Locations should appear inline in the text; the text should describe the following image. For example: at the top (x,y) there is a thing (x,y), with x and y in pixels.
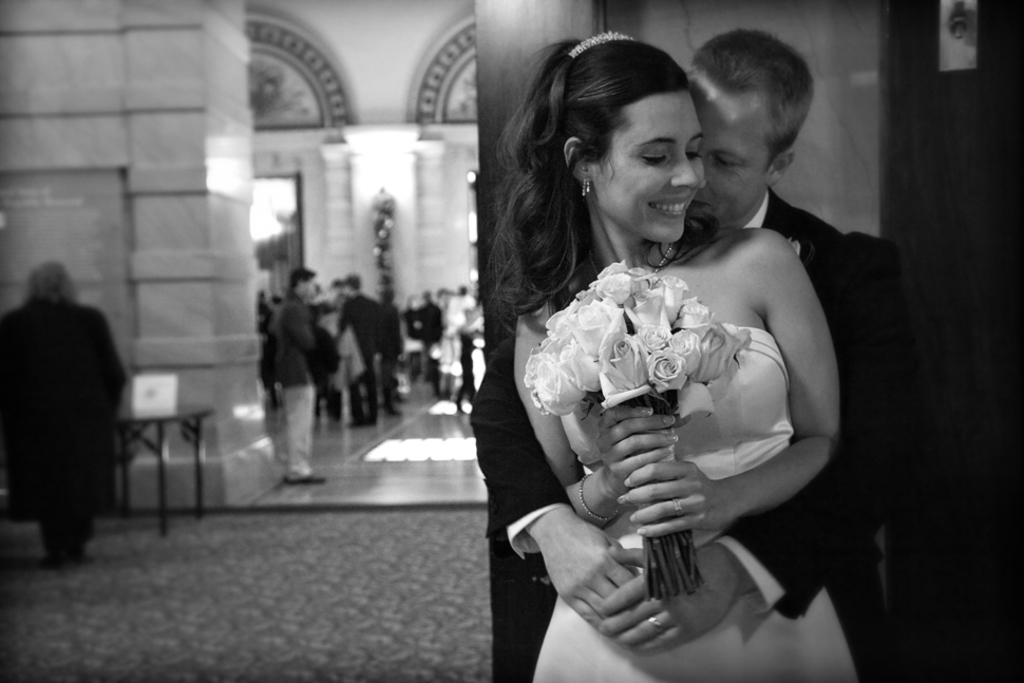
In this image we can see a man (620,605) wearing blazer (882,425) and a woman (530,239) wearing dress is holding flowers (650,460). The background of the image (9,505) is blurred, we can see people (25,490) walking on the floor (351,460) and we can see the wall (256,145).
